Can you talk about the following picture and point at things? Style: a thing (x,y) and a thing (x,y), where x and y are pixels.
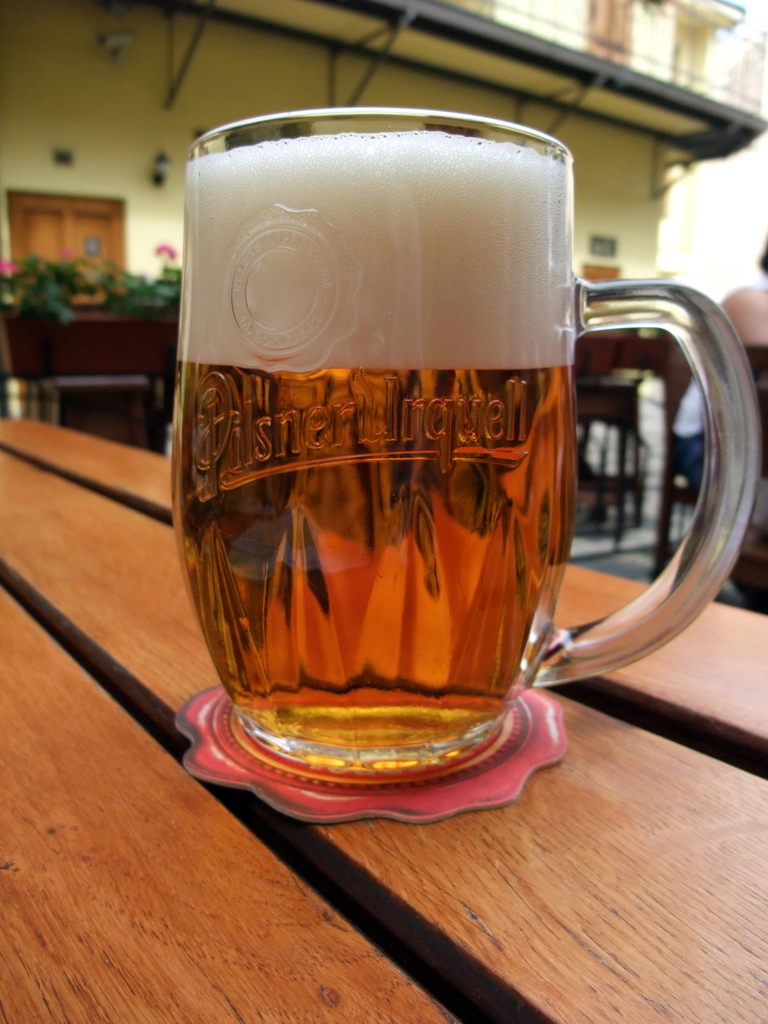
A glass (338,428) with a beer (331,528) is placed on a wooden table (151,527). In the background (270,66) there is a building (97,216) with doors (95,232). In the front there are plants (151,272) in the pots (116,355).
